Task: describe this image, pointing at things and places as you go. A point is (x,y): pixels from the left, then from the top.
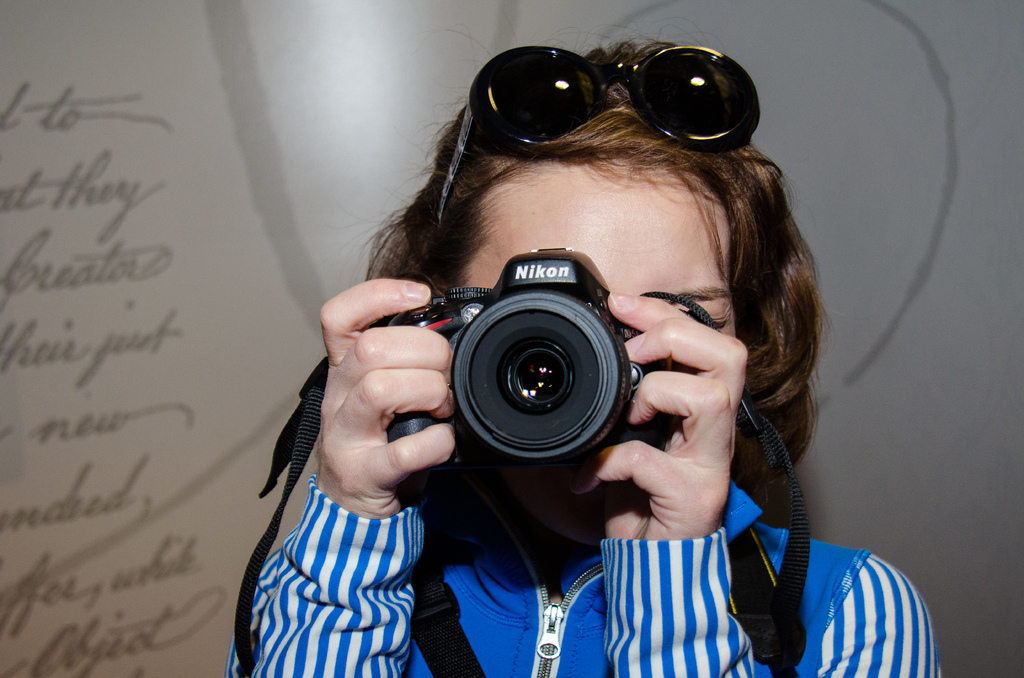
In this image I can see a person (393,500) wearing blue and white colored dress (346,571) is holding a black colored camera (569,430) in her hands (661,382). I can see black colored goggles (694,116) on her head (598,126). In the background (344,108) I can see the white colored surface (348,120).
